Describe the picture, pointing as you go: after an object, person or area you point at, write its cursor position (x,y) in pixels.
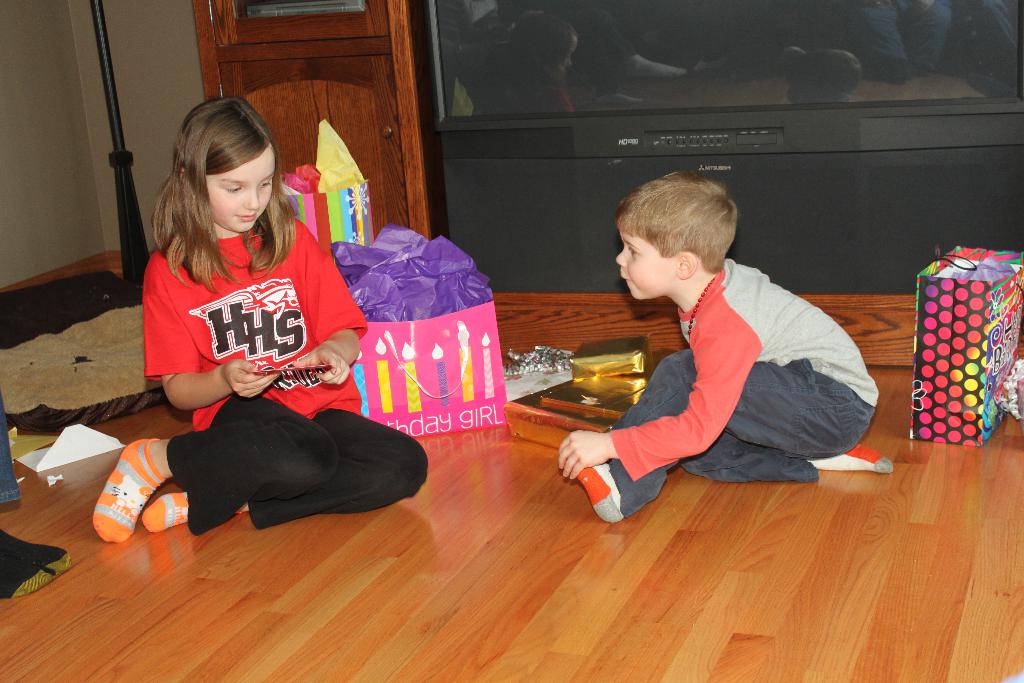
This image consists of a girl (257,369) and a boy (620,447) sitting on the floor (434,605). The floor (416,610) is made up of wood (390,572). In the background (340,9), there is a TV (865,82) and a cupboard (334,91). To the left (53,111), there is a wall (69,122).
